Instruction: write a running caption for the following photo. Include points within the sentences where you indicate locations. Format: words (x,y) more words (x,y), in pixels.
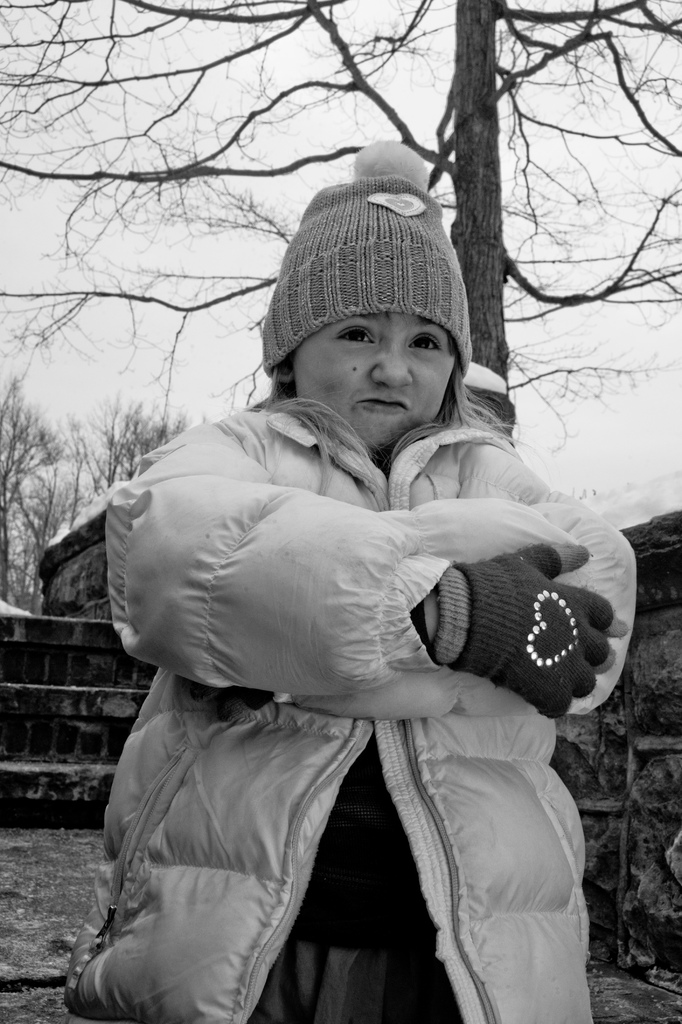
In this image I can see the person (403,591) with the jacket (335,584) and cap (326,272). In the background (68,580) I can see the wall (609,714), many trees (463,260) and the sky (251,310). And this is a black and white image.
